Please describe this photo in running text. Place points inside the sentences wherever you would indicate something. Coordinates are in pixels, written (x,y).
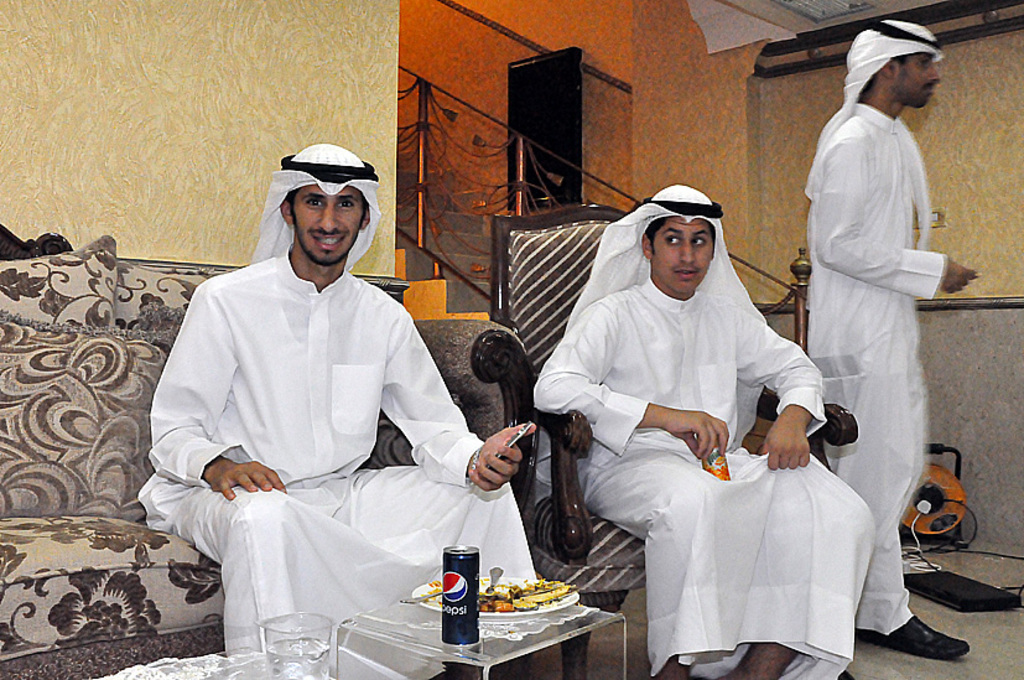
In this picture there is a man (346,225) who is sitting on the couch (173,576) and holding a mobile phone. In front of him I can see the Pepsi can (471,630), plate (534,608), water glass (287,638) and food items (437,588) on the table (385,672). Beside him I can see another man (753,337) who is holding an orange packet (717,468) and sitting on the chair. Besides him there is another man (876,225) who is standing near to the laptop (974,580) and cables (939,486). In the back (439,193) I can see the stairs (460,210) and metal railing (420,191).
